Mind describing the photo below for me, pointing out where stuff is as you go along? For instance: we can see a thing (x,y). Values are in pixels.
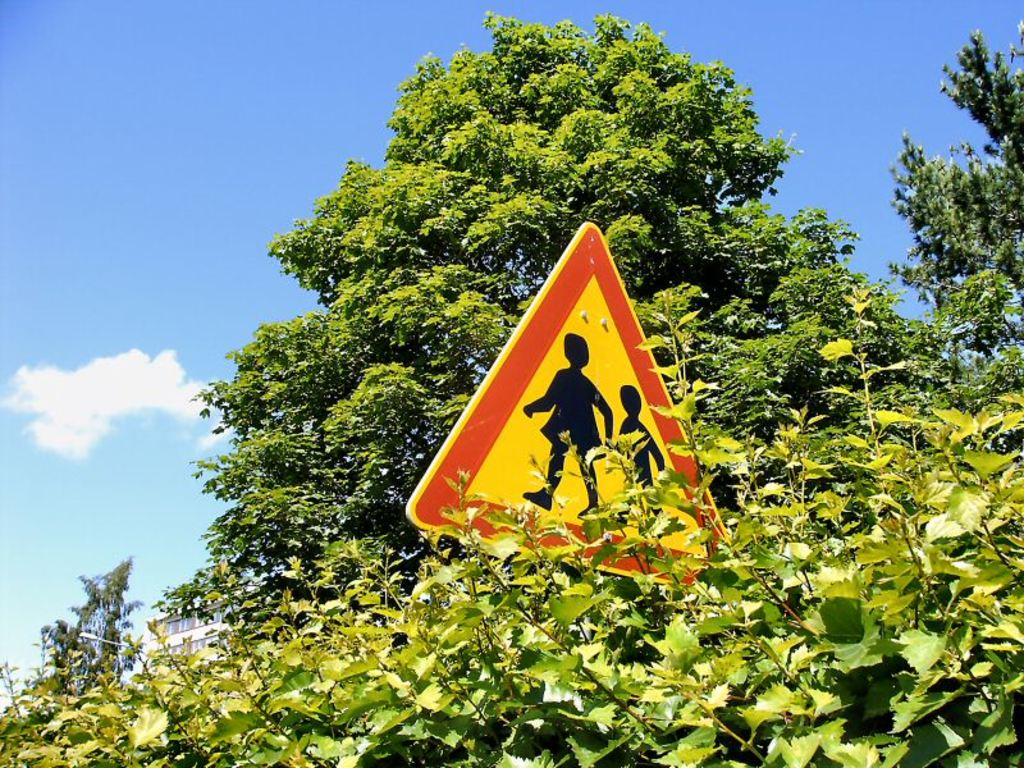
In this image there are trees (622,586). In the center (602,341) we can see a sign board (571,302). In the background (201,123) there is sky (202,252).
